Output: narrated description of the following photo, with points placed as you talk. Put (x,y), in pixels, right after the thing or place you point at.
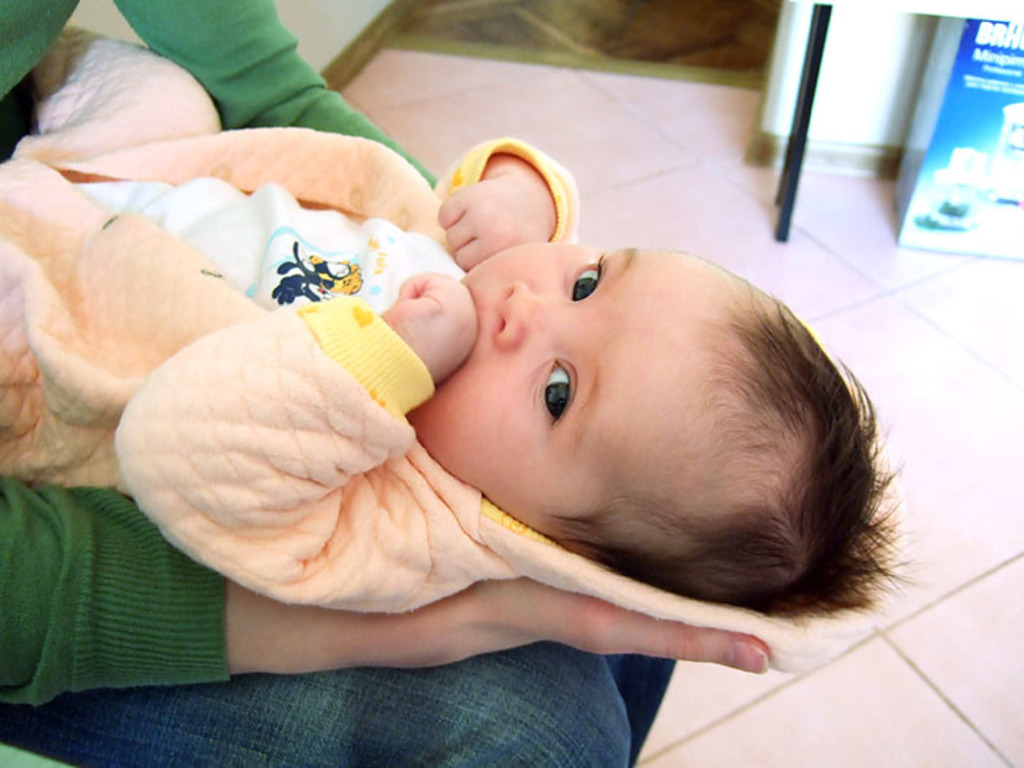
On the left of this picture (16,112) we can see a person (488,695) sitting and holding an Infant (311,306). In the background (643,122) we can see the ground (652,152) and the text (985,60) and some depictions (989,196) on an object (925,124) and we can see some other objects (800,103).
